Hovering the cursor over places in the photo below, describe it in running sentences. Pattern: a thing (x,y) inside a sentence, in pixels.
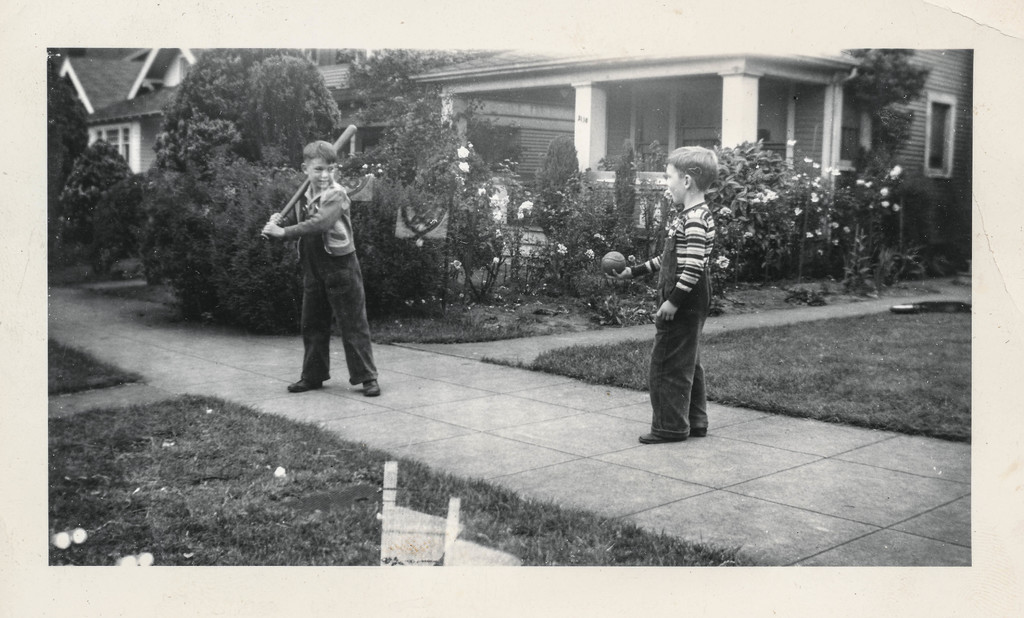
In this image there are two boys (672,402) standing on the pavement (496,441) in which one of them is holding bat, beside them there are so many garden plants (217,228) and some buildings (137,122).
